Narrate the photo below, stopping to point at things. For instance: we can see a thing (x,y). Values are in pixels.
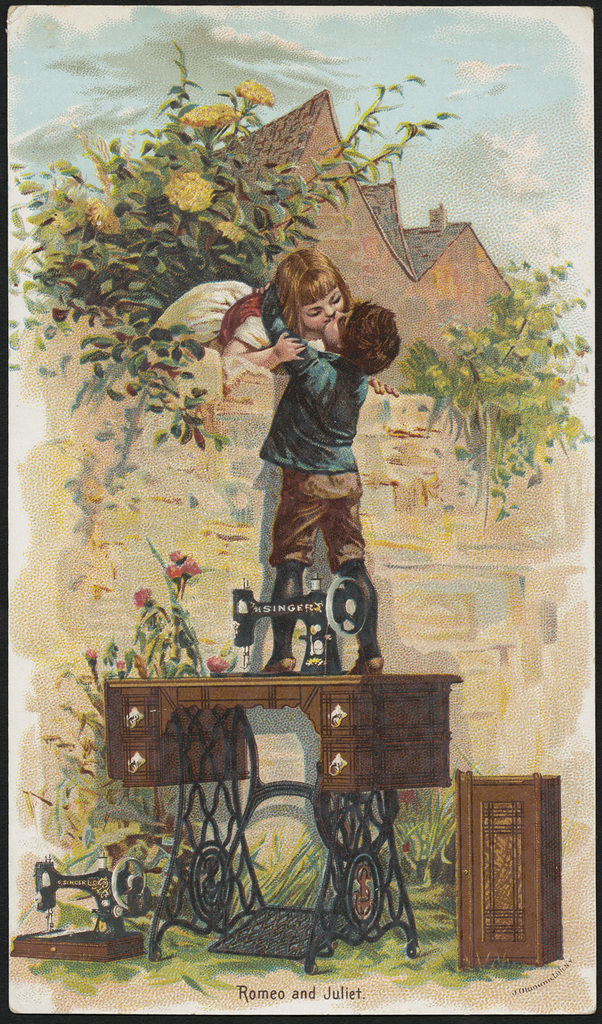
This is a painting. A boy (336,381) and girl (276,347) are kissing each other. The boy (337,371) is standing on a sewing machine (357,698). There is a building (350,235) and plants (175,174).
